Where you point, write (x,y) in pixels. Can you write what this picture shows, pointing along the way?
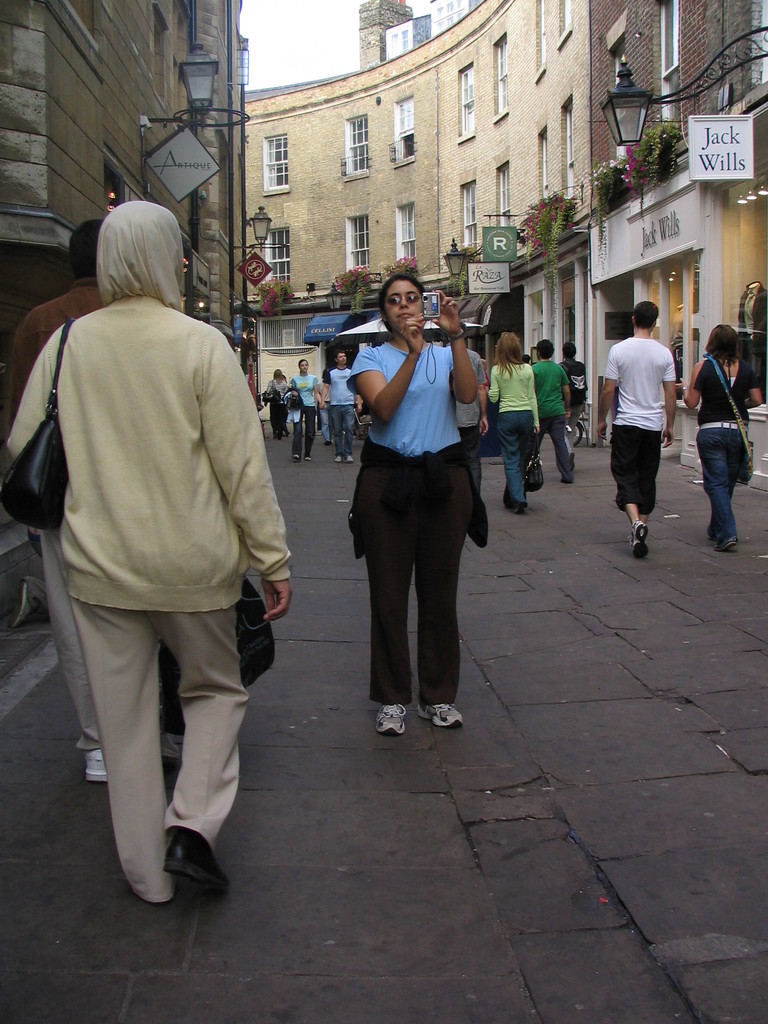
In this image we can see people (355,392), plants (527,257), flowers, boards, lights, and buildings (659,93). In the background (288,15) there is sky (260,34).
